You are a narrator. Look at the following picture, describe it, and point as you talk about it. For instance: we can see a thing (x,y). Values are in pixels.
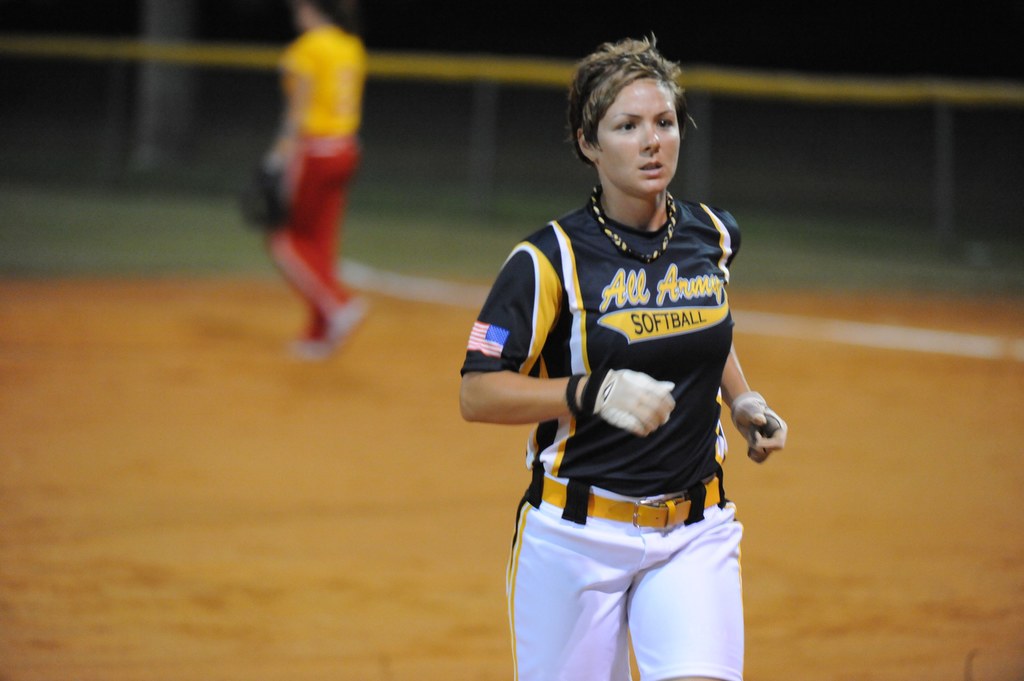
In this image I can see a woman (583,474), I can see she is wearing t shirt (587,322), white pant (584,536), gloves (637,408) and on her dress (666,278) I can see something is written. In the background (327,113) I can see one more person (289,237) is standing and I can see this image is little bit blurry from background (957,116).
